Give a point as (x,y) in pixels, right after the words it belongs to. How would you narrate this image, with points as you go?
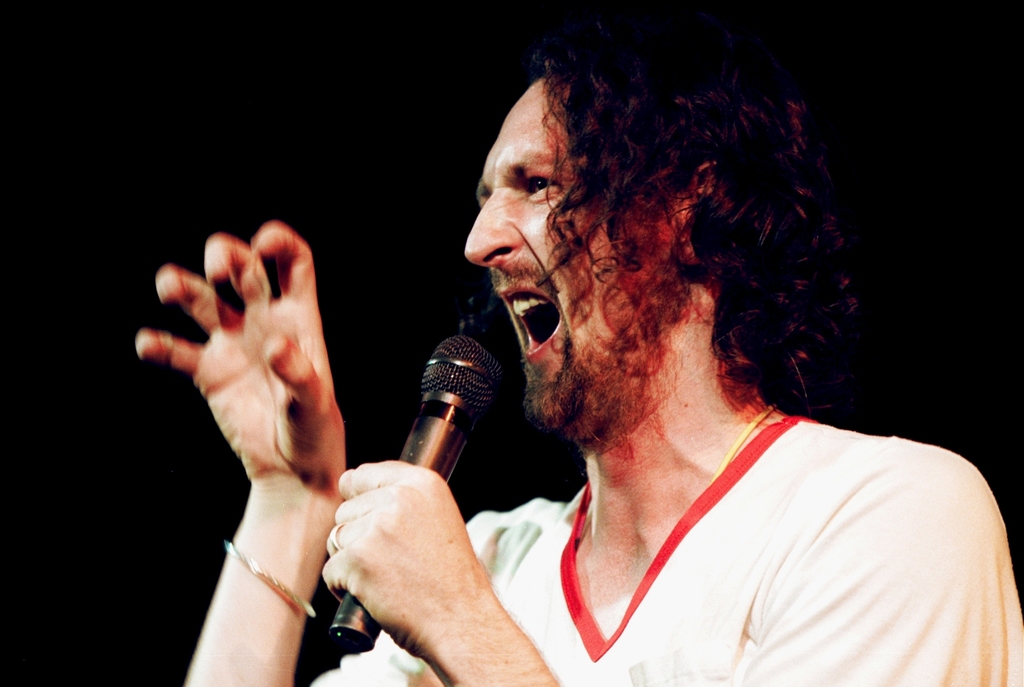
In this image in the foreground (648,259) there is one person (569,396) who is holding a mike (443,387), and it seems that he is singing and there is a black background (73,444).
